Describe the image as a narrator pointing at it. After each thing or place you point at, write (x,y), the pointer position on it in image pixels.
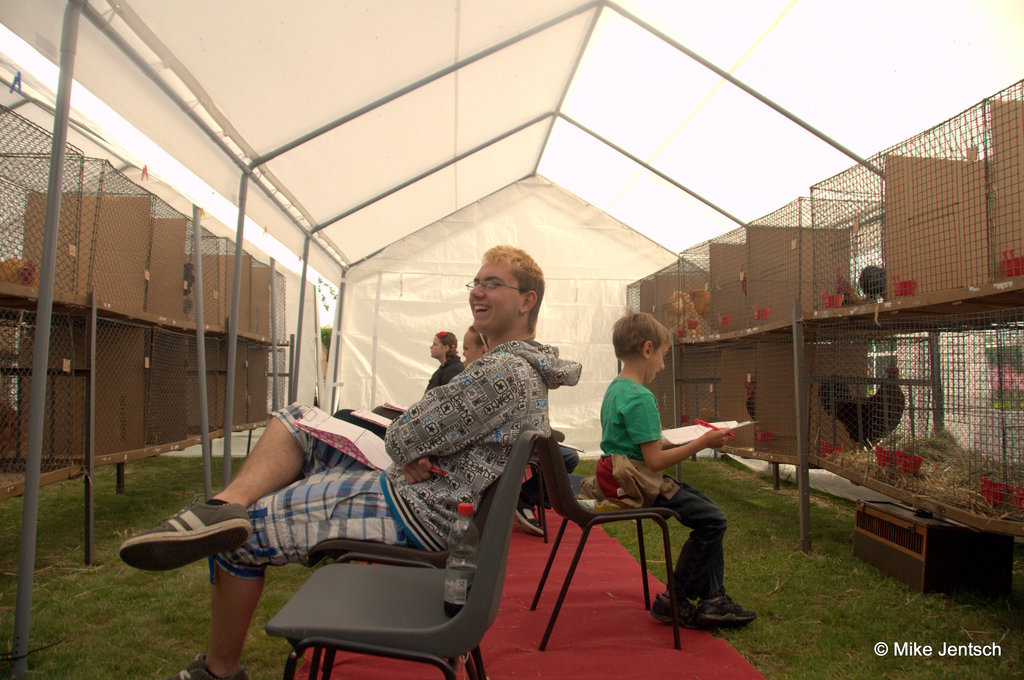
In this image I can see in the middle (532,381) a man (476,503) is sitting on the chair (501,545) and smiling, he wore sweater (472,415), short (365,492), shoes (206,541), spectacles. On the right side (696,509) a boy (623,463) is sitting on the chair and observing at the hen (894,399) in a cage (912,403). At the top (549,156) it is the shed (481,148) in white color.
